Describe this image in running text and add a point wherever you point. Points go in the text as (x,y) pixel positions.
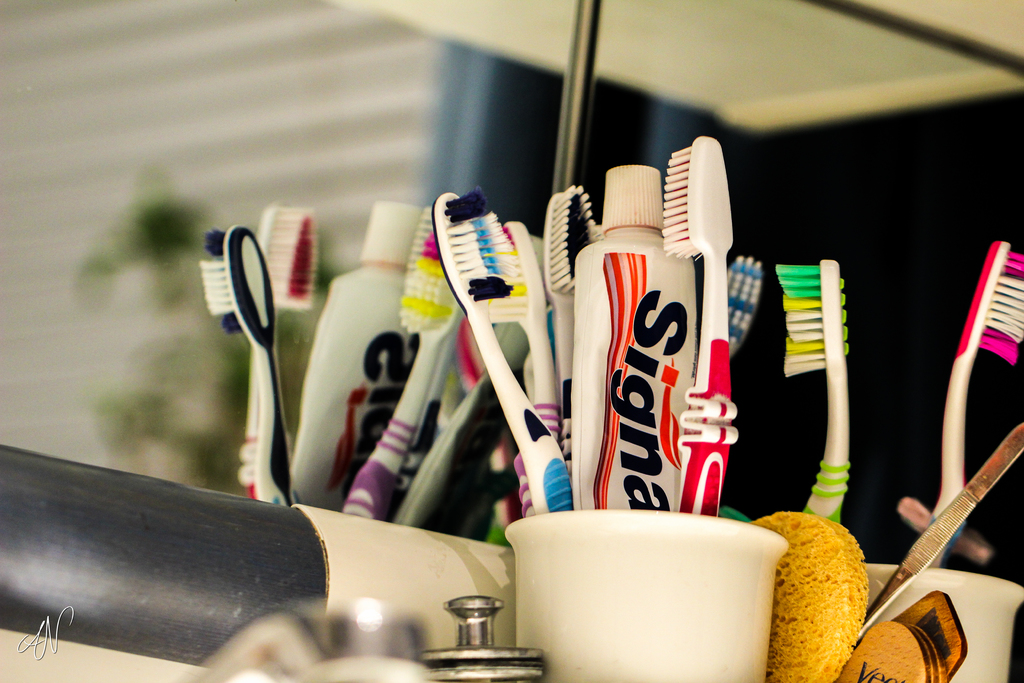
In this image we can see toothpaste (617,407) and brushes (512,373) in the holder (764,603). Behind it mirror (320,227) is there. Left bottom of the image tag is present.
